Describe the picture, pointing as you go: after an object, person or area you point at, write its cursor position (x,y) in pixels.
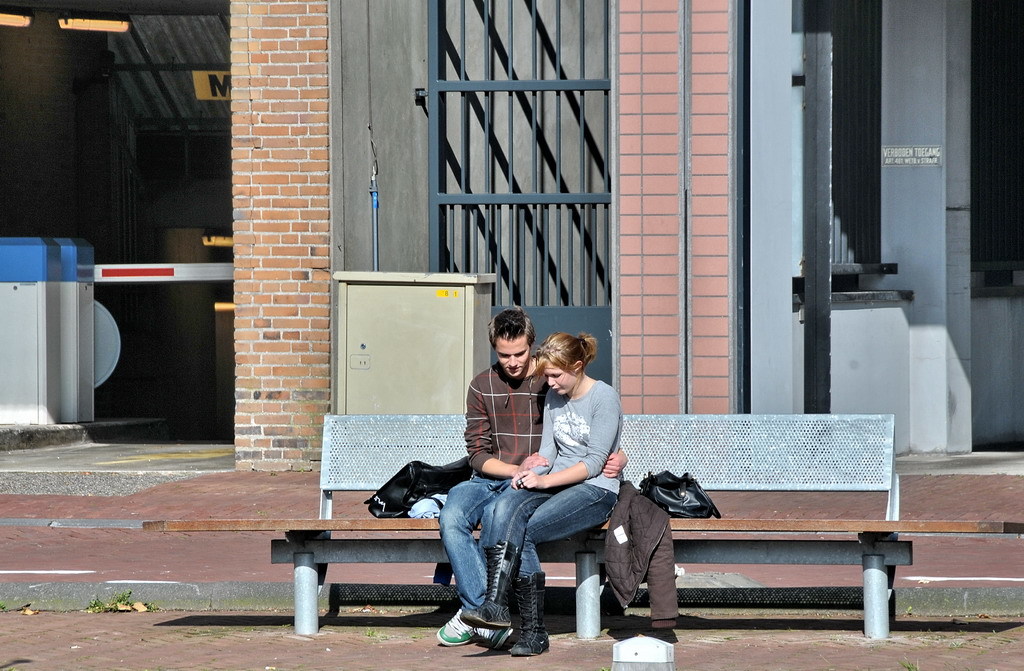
In this image I can see a man (519,408) and a woman (610,417) are sitting on a bench (800,454). In the background (678,224) I can see a red wall (643,197), iron gate (559,271). Here I can see a handbag (380,514) and a jacket (617,569).
